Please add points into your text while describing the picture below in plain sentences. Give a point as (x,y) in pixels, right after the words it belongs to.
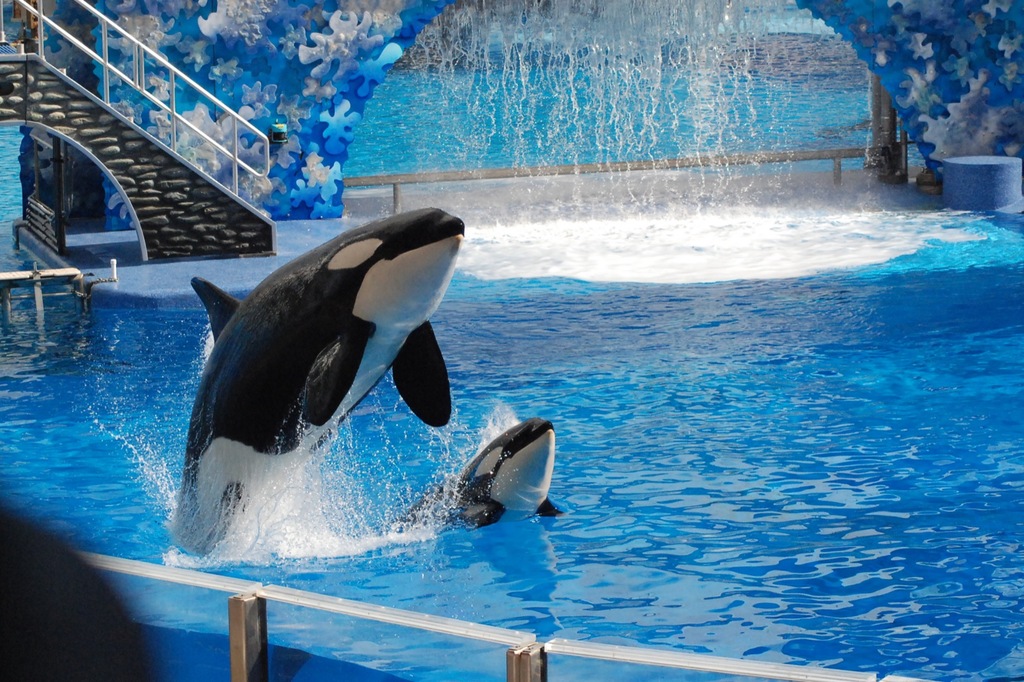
In this picture, we see dolphins (197,433) swimming in the water (550,573). Beside that, we see a railing (297,597). In the background (124,34), we see a staircase (166,209) and a stair railing (134,80). Beside that, we see a wall (248,84) in blue color. This picture might be clicked in the swimming pool (856,387).
